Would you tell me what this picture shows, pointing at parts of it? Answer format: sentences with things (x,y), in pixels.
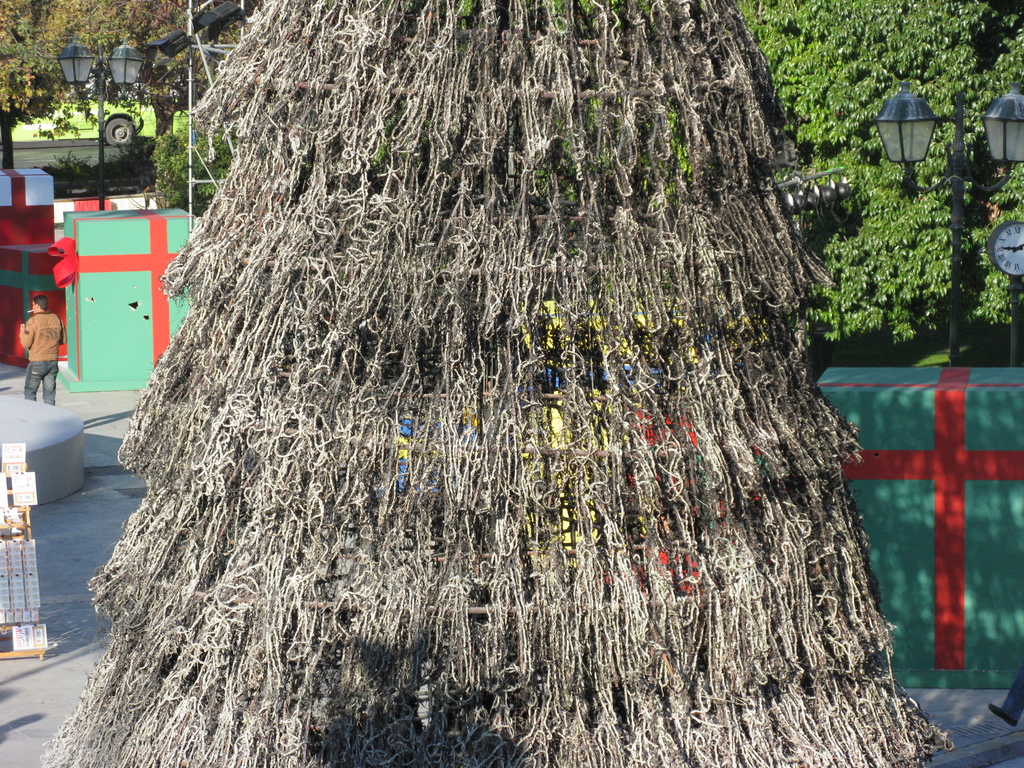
This picture consists of a Christmas tree (717,269) in the foreground (733,287), beside tree (761,263) there is a street light pole (919,150), tree (872,3) and a box (931,378) and person leg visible on the right side (978,452), on the left side (39,409) I can see person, round base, street light pole (118,85), vehicle Tyre (124,122) and trees (138,99) visible.
